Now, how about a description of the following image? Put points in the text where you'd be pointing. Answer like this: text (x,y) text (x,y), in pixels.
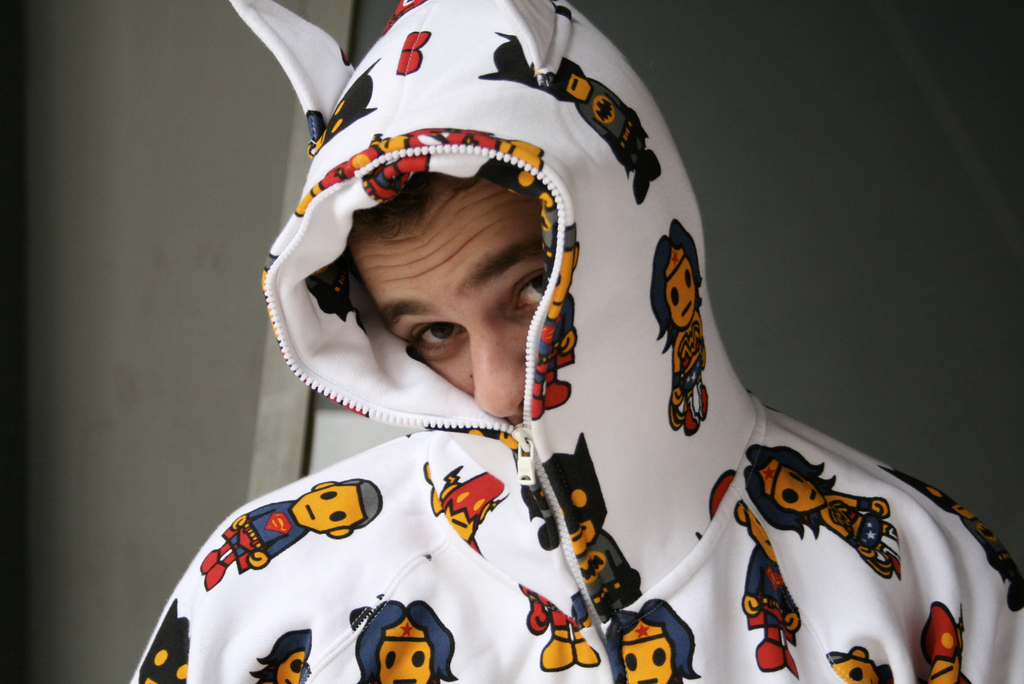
In this picture there is a person (369,184) wore jacket (471,556). In the background of the image (263,152) we can see wall (856,279).
